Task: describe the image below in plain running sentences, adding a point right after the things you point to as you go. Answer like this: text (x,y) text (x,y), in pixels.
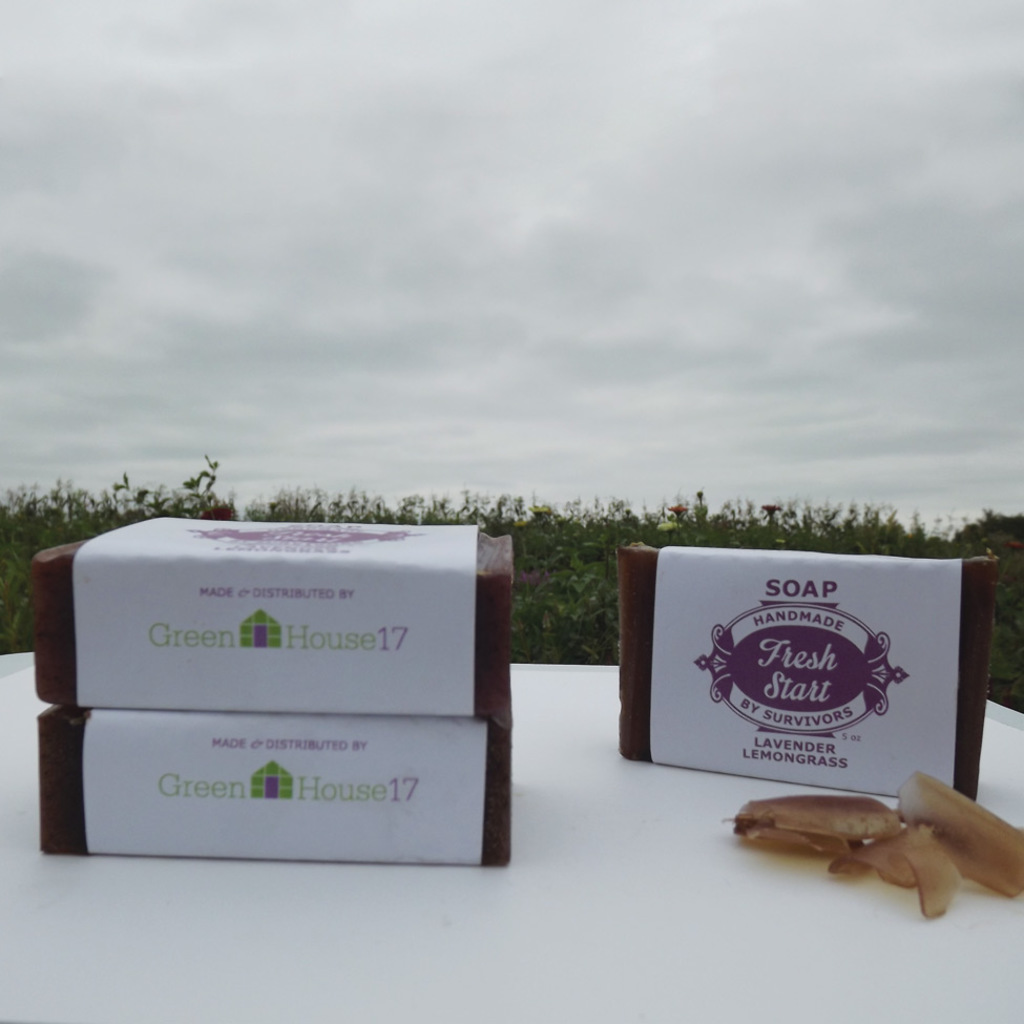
In this picture I can observe three brown color blocks (346,693) placed on the white color table (655,870). In the background (470,521) there are plants (560,535) and sky (441,285).
